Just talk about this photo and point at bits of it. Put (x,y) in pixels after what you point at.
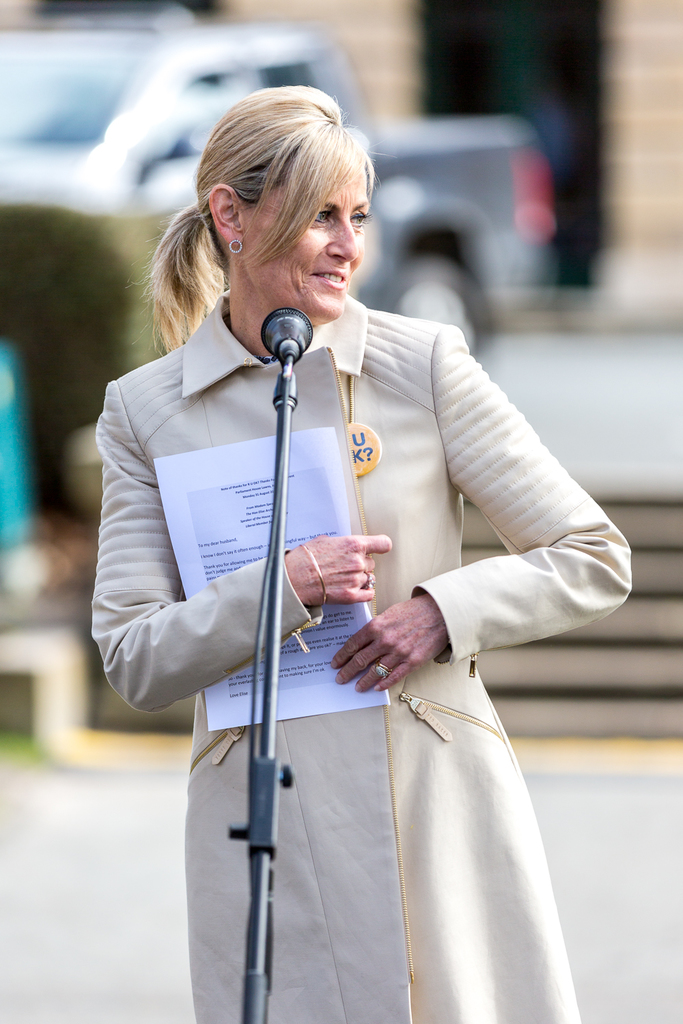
In the foreground (333,394) I can see a woman (473,603) is standing in front of a mike (271,717) and is holding papers (333,659) in hand (396,676). In the background (47,307) I can see a vehicle (277,40), steps (661,630), grass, tree (95,321) and a door (433,75) in a building (387,44). This image is taken may be during a day.
